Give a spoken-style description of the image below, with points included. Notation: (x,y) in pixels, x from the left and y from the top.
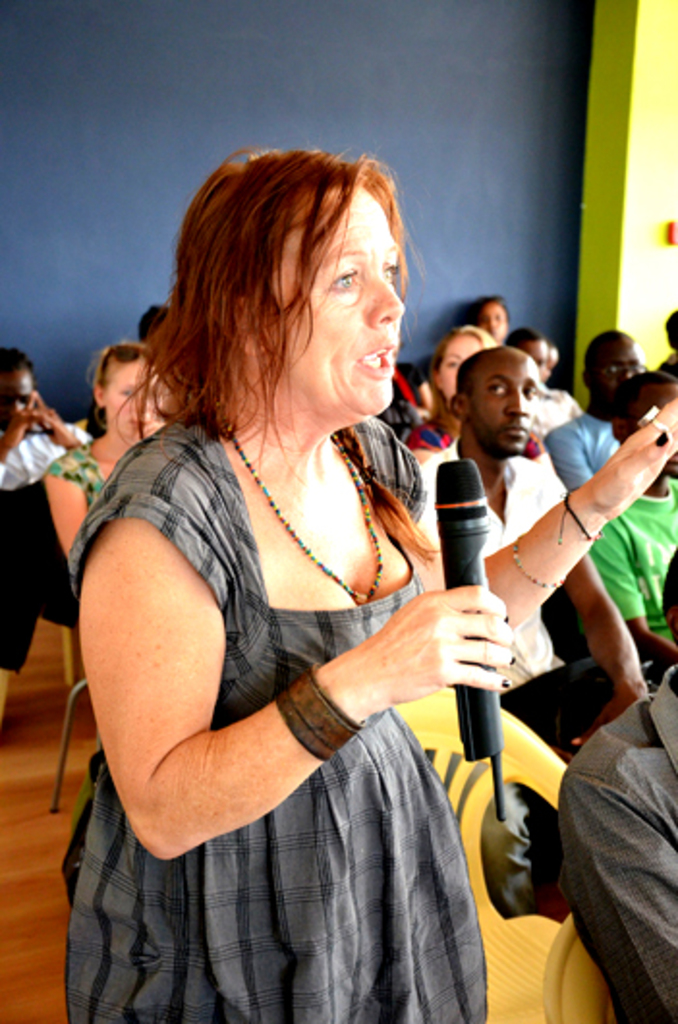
In this picture we can see a woman (267,622) is holding a microphone (479,530) and she is explaining something. Behind the woman (259,494), there is a group of people (523,445) sitting and there is a wall (442,81).
